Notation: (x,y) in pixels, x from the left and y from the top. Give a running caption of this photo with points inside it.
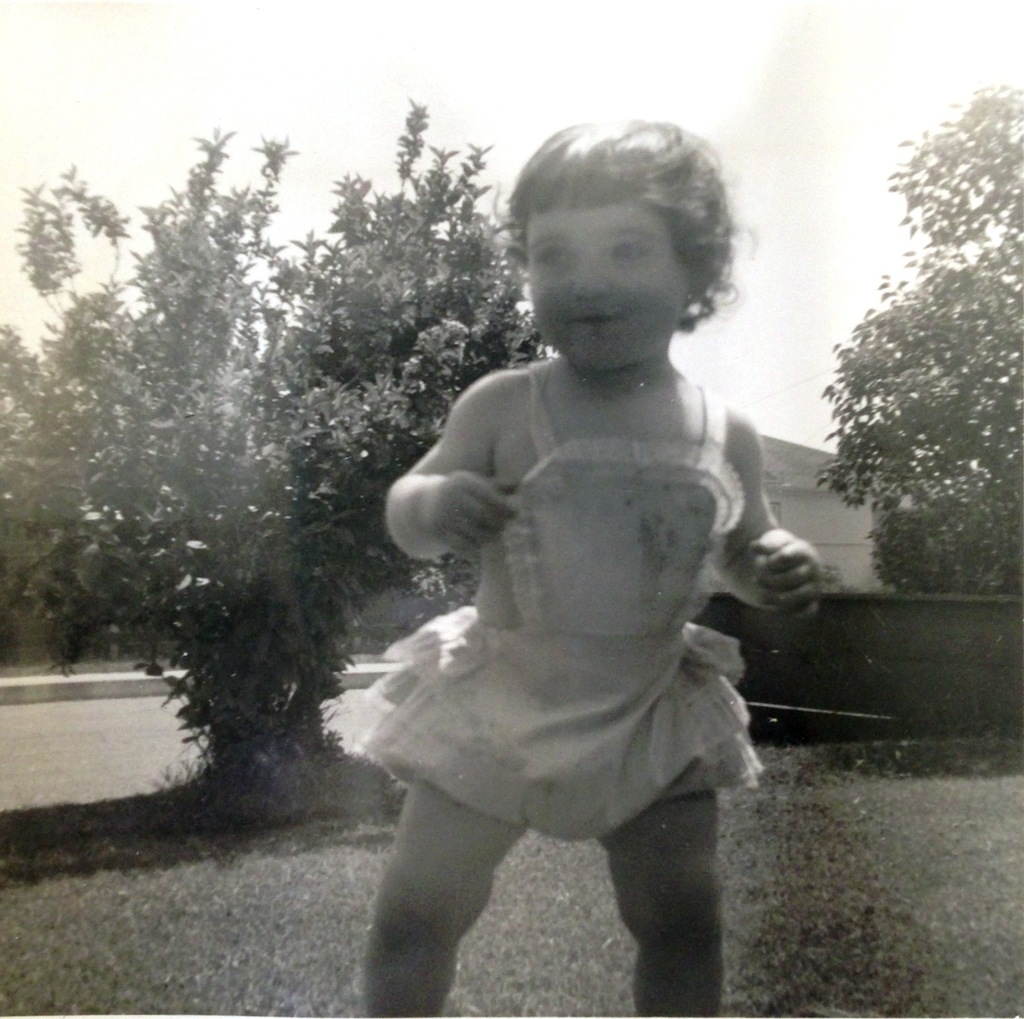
On the right hand side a tree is there. In foreground (476,821) there is a grass (773,1010) on which a small child (637,679) is there, she is wearing a frock (642,713). On the left hand side (288,582) we have tree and a road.
